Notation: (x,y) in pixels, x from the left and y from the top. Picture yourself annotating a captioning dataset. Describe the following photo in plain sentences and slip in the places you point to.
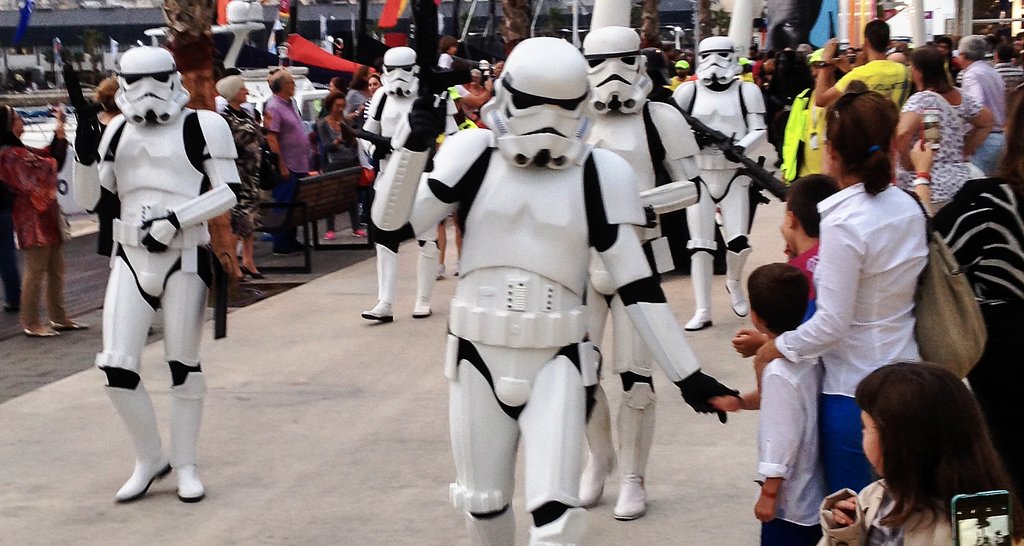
In this picture we can see some people (911,150) are standing and some people (441,129) are walking, the people (586,124) in the middle (646,307) are wearing costumes (551,90) and holding guns (776,180), on the left side (334,197) there is a bench (350,192), we can see a building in the background (119,14), there is a mobile phone (997,539) at the right bottom (986,521).
